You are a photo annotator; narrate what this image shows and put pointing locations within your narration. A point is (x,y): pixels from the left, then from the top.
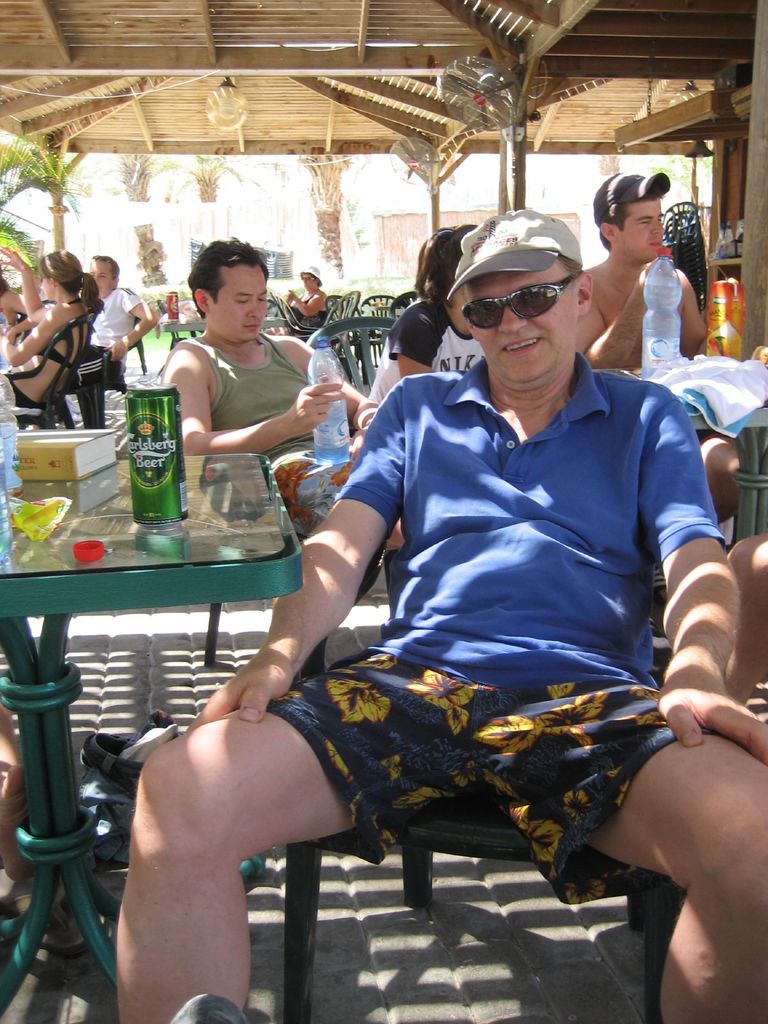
In this image we can see many persons (414,418) sitting on chairs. Few people (472,587) are wearing caps (611,213). There is a person (497,329) wearing goggles (467,319). There are tables (97,511) with can (150,494), bottles (8,460), book (29,435) and few other things (700,357). In the back (218,196) there are trees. And the ceiling (277,58) is made with wood (455,45). And there is a person (308,390) holding a bottle (336,380).
